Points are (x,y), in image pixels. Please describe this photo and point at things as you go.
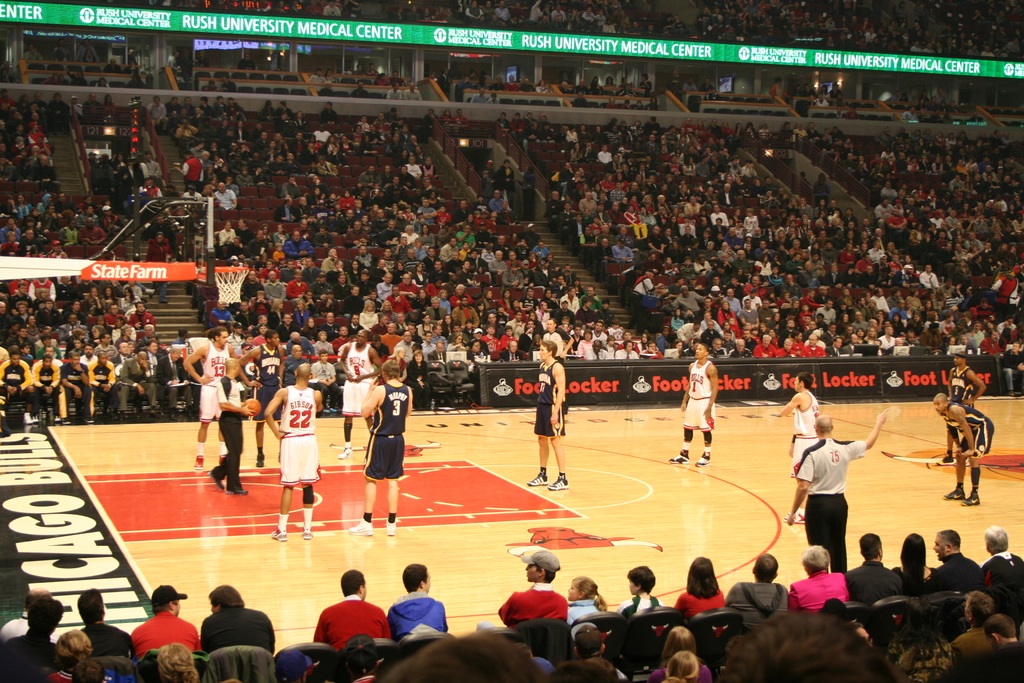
These people (3,108) are audience (552,613) and these people (962,446) are players (278,432) and this person (242,398) holding a ball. We can see stadium (337,66) and hoardings (584,391). This is basketball court (578,407).
